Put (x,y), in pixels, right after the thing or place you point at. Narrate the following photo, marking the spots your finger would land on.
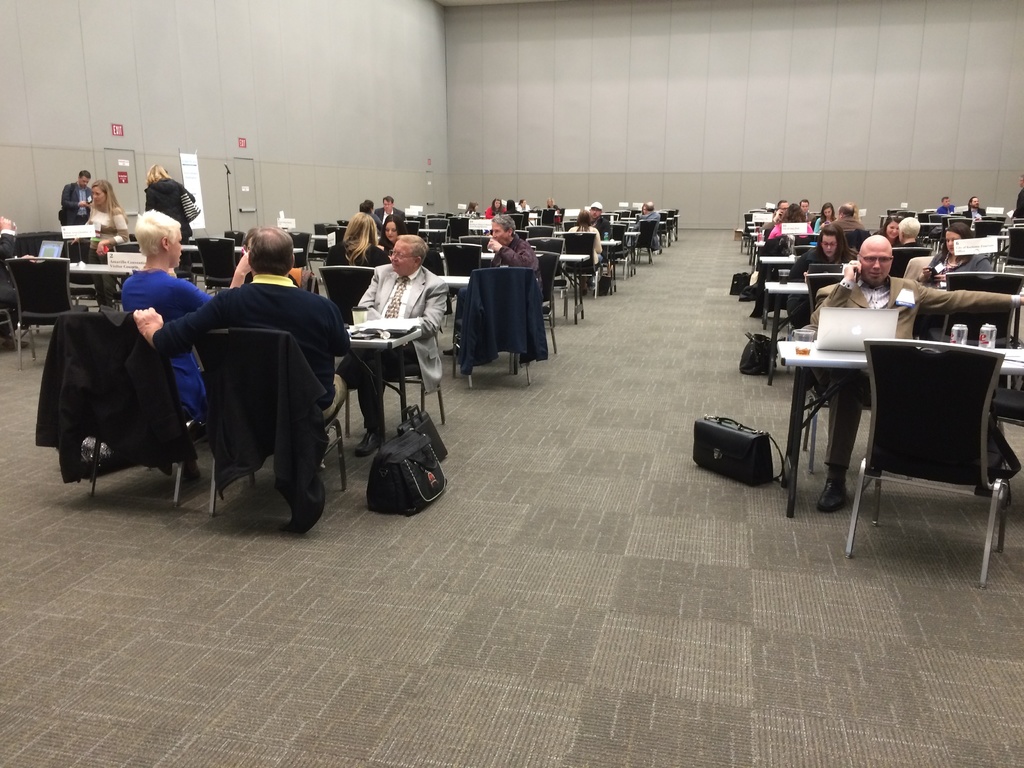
In the left (280,300) few people (391,270) are sitting on the chairs (336,277) and talking. In the right (855,381) a person (825,377) is sitting in the chair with a laptop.
